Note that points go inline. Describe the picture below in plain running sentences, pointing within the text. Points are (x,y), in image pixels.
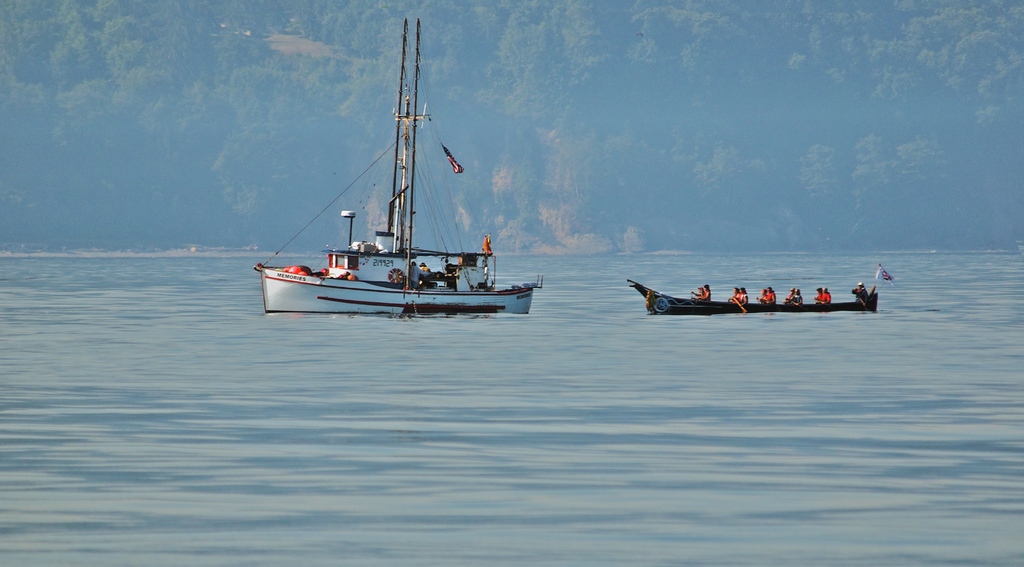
In the picture we can see boat (297,289) which is sailing on water (687,323), there are some people (708,289) sitting in a boat (684,305) and rowing and in the background of the picture (361,103) there are some trees (461,118), mountain (553,165).
